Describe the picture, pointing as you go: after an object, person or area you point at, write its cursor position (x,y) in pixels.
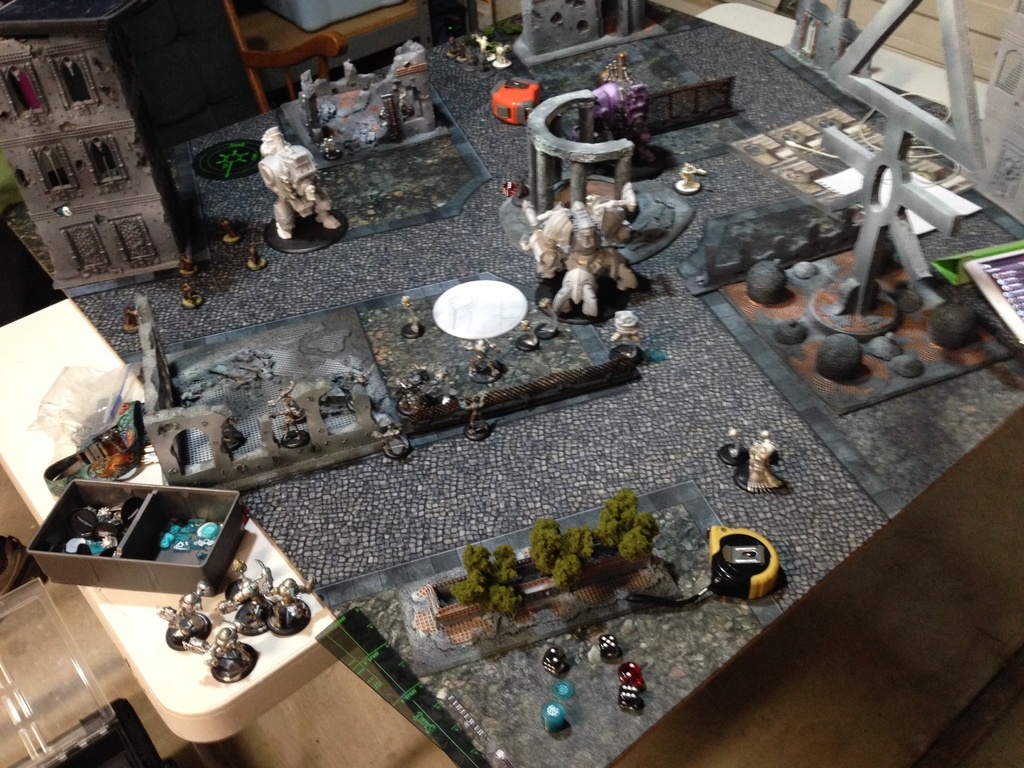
In this picture we can see statues (473,436), trees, metal objects (586,388) and some objects (183,222) and these all are on the surface (604,400) and in the background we can see wooden objects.
